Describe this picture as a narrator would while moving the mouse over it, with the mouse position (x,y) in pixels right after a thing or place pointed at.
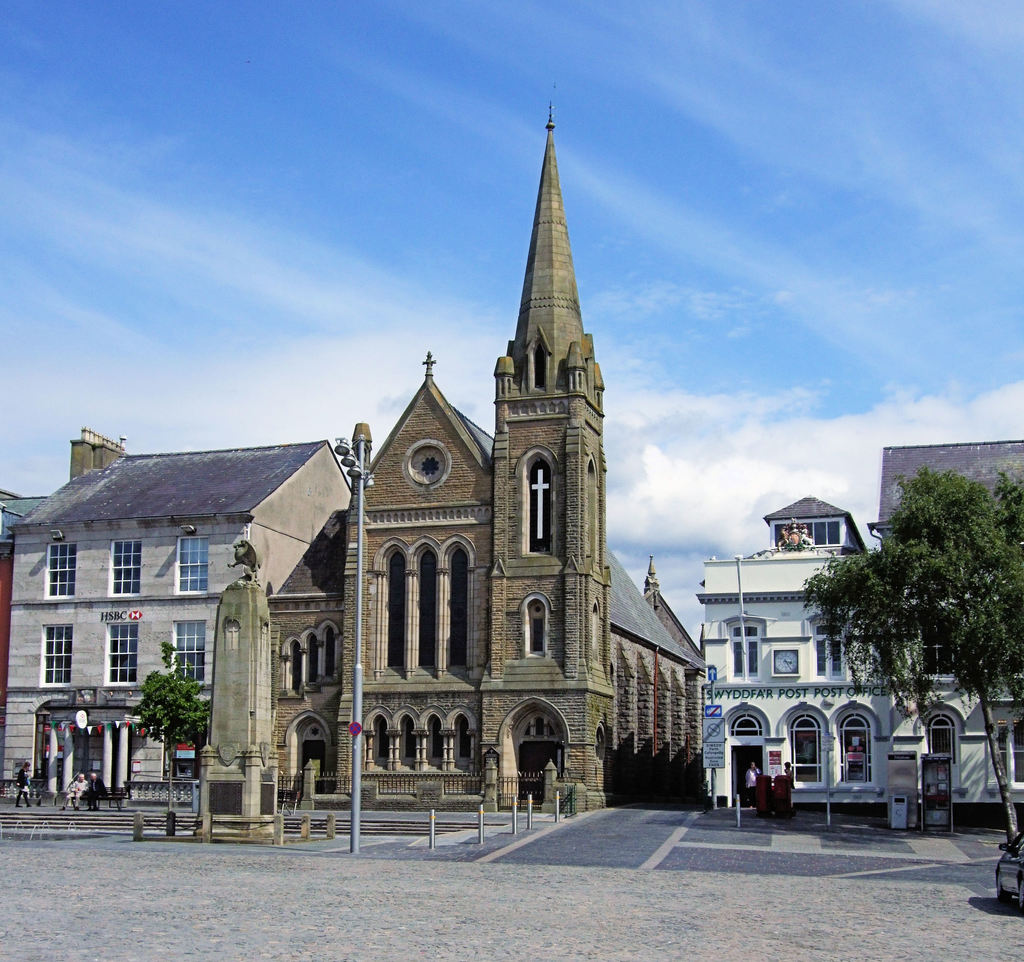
On the right side of the image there is a car (1022,835) on the road (884,939). There is a statue (258,709). There are light poles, buildings (285,601), trees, boards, poles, stairs (162,829) and a few other objects (330,792). There are people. At the top of the image (332,168) there are clouds (202,267) in the sky (248,227).
